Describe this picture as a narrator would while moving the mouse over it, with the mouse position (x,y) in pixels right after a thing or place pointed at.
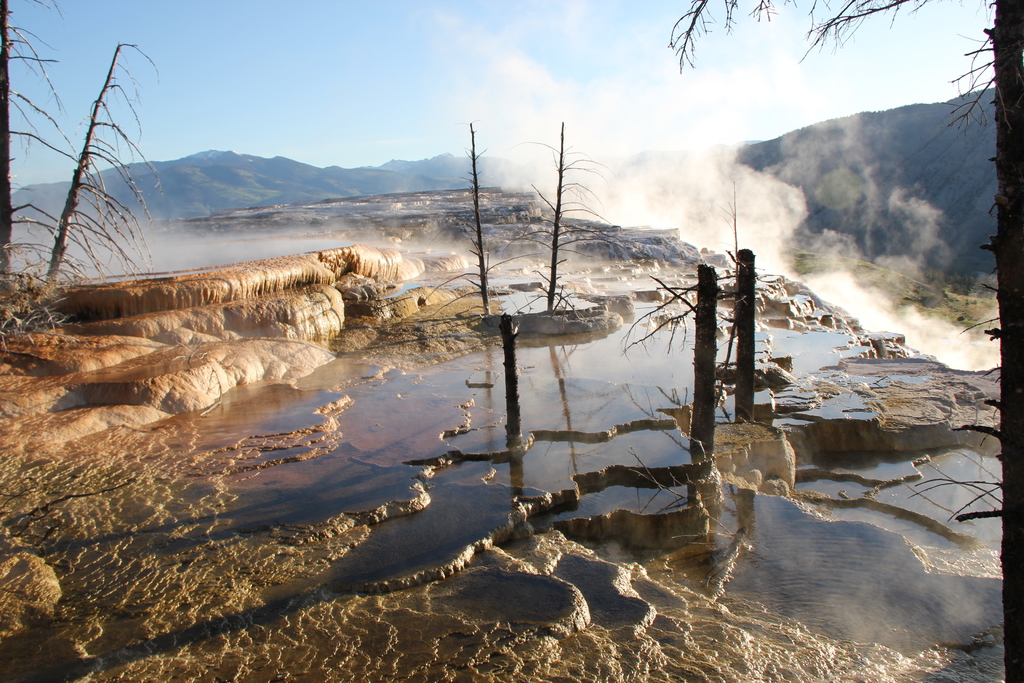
In the foreground of this image (363,475), there is a water (467,494) on the stone land (495,229). We can also see rocks (227,312), few trees (62,235) without leaves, smoky (609,190), mountains (386,180) and the sky (283,54).
